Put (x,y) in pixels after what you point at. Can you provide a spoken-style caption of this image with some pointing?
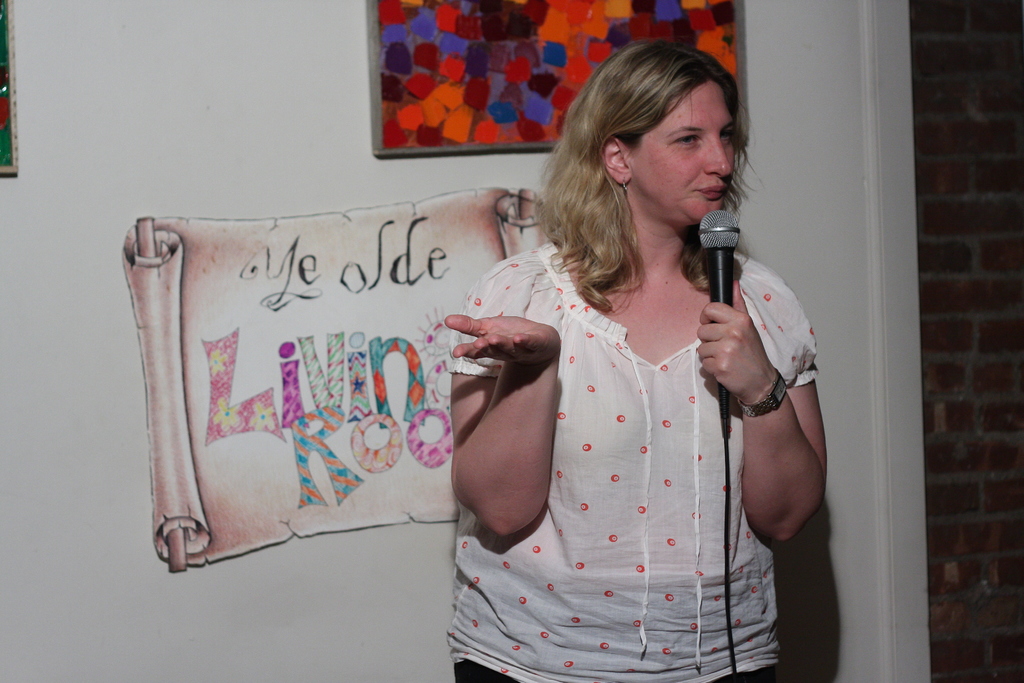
In a picture there is one woman (608,536) in the center of it holding a microphone (714,296) and wearing a white shirt (555,565), behind her there is wall (288,338) with some paintings (290,385) written in the text (317,438) and one photo (428,90), beside that there is one brick wall (950,517) and she is wearing a watch (771,397).
